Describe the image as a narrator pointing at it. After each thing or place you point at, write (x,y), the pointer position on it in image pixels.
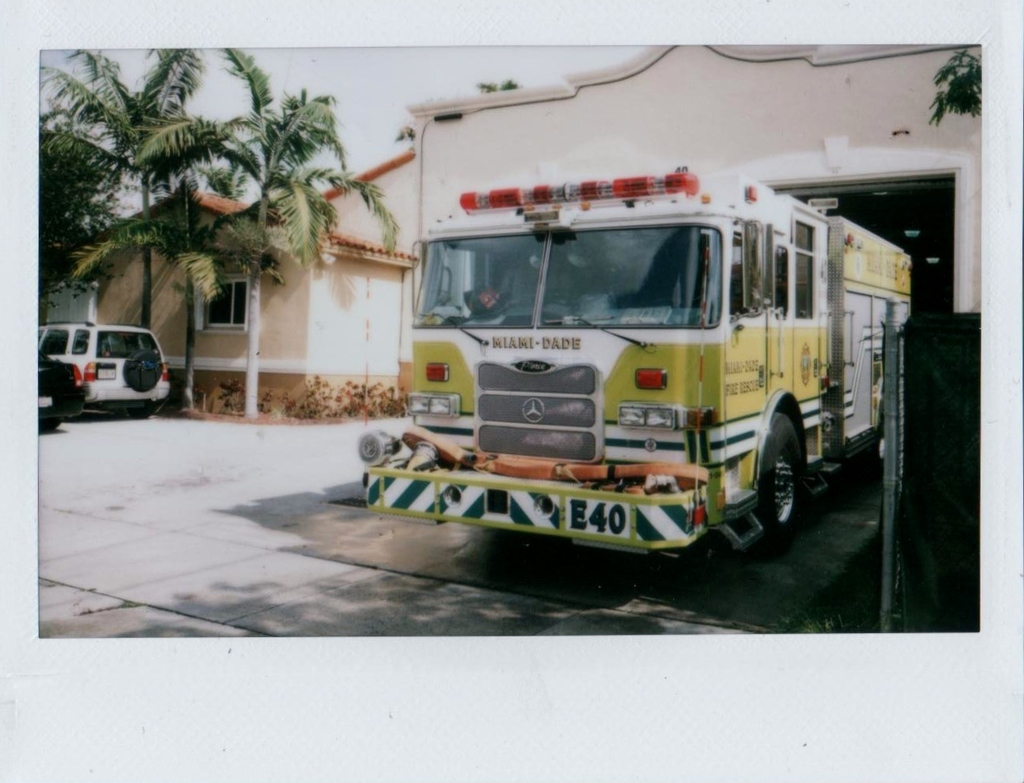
There is a vehicle (819,439) in the foreground area of the image (489,266), there are vehicles (74,360), trees (236,222), house structure (497,119) and the sky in the background (543,119).
